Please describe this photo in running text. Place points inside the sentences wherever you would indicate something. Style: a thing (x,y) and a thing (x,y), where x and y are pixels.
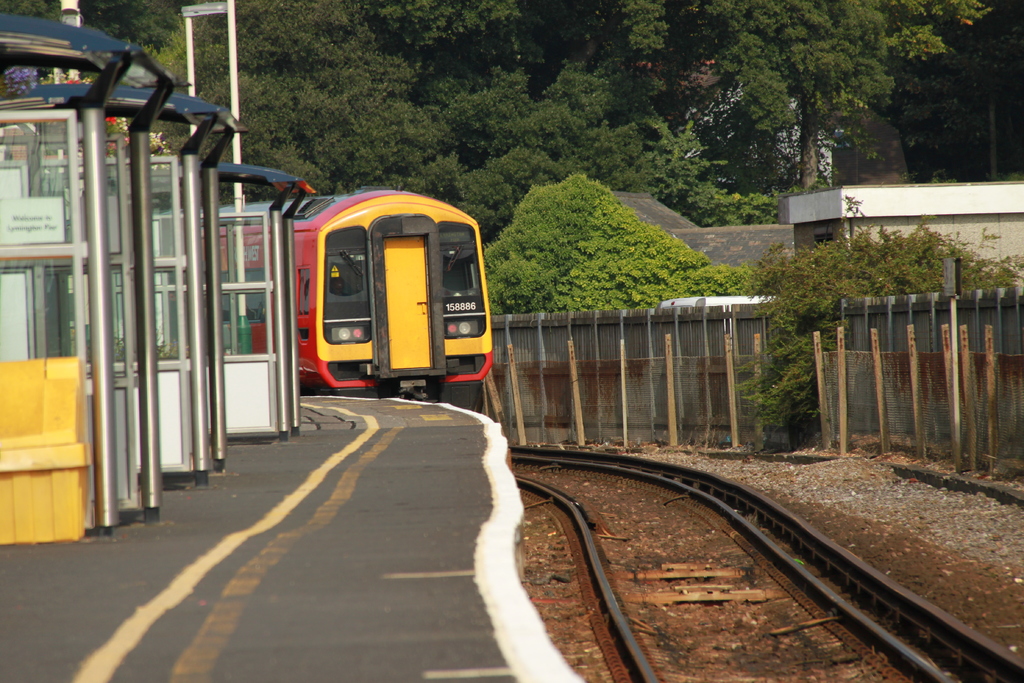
In this image we can see a train (396,261) on the railway track (672,542), there is a fence (919,355), wall (864,326), few trees (561,140) and a building (782,223) on the right side (706,231) and on the left side (73,254) there are few objects (158,382) looks like rooms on the platform (358,554).
